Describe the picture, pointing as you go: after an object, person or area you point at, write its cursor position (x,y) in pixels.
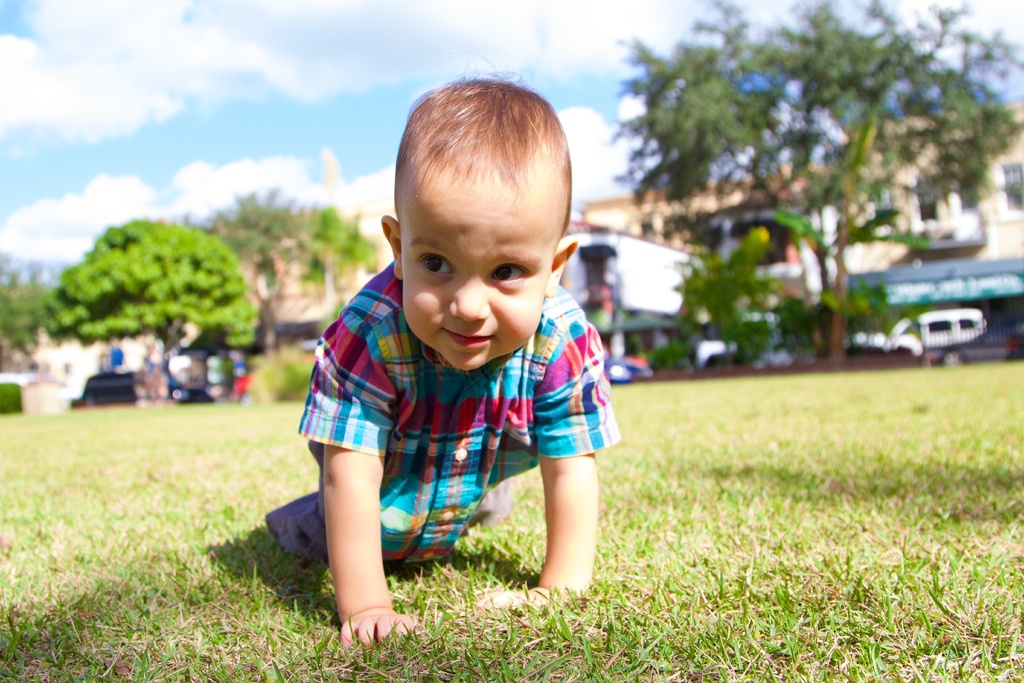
In this image we can see a kid (524,349) on the ground (501,530), in the background (279,261) there are buildings (788,256), trees (94,314) and sky (351,64).
